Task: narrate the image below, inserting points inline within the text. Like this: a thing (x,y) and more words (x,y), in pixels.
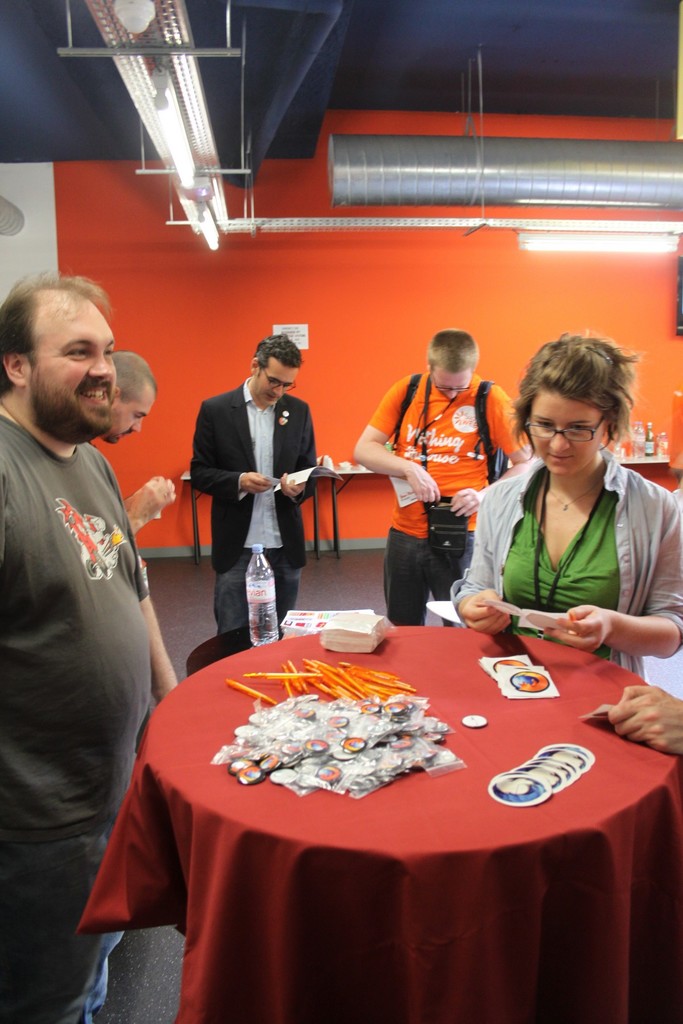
In this image, we can see few people (675,517). Few people (437,560) are holding some objects (312,482). On the left side of the image (72,698), we can see a person (39,649) is smiling. Here there is a table (363,869) covered with cloth (527,990). Few things (520,778) and objects (388,732) are placed on it. Background (354,364) we can see wall (323,339), poster (304,327), light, tables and few things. Top of the image (146,58), we can see lights (191,212), rods (662,223) and pipe (486,185).
